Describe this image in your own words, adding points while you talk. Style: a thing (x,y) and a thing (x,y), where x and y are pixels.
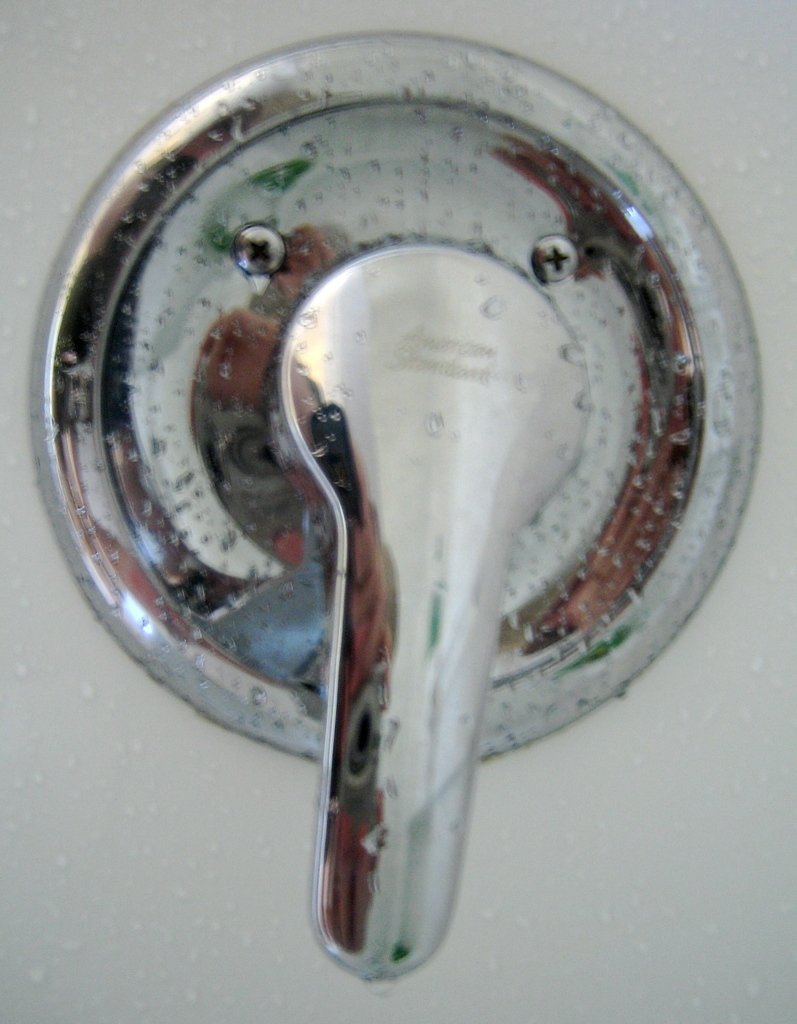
In this picture we can see a tap (237,669) on the wall (139,695).
